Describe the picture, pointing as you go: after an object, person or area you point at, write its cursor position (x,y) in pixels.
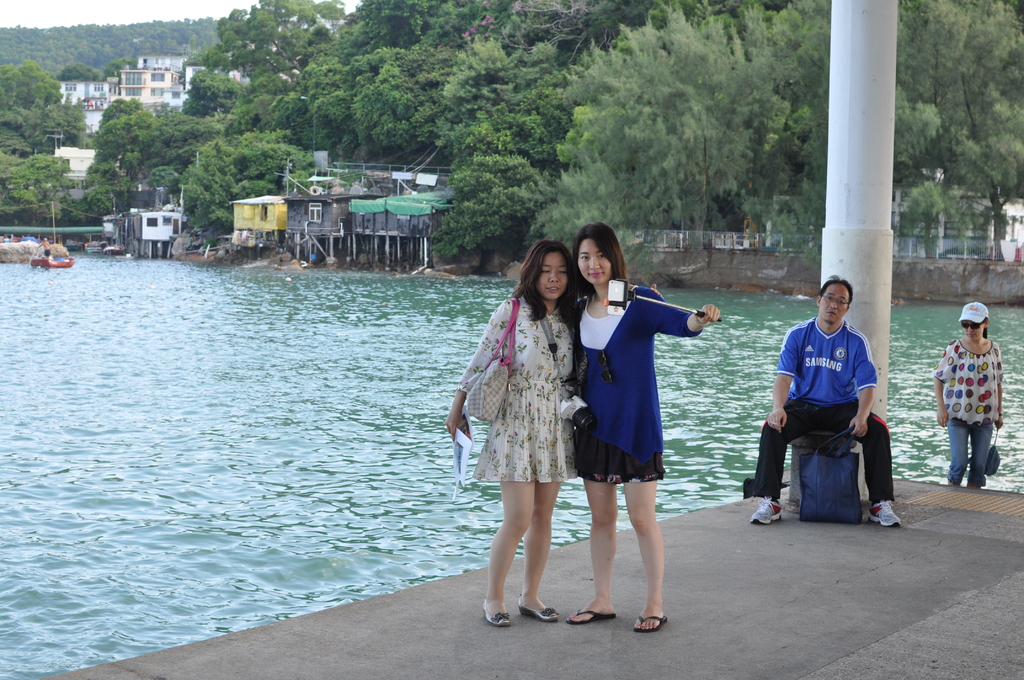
In this image I can see group of people (624,381). In front (606,381) I can see the person (530,385) standing and holding some object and I can also see the bag (504,383) in white color. In the background (317,389) I can see the water (317,389), few buildings (386,199), trees (311,110) in green color and the sky (119,19) is in white color.
